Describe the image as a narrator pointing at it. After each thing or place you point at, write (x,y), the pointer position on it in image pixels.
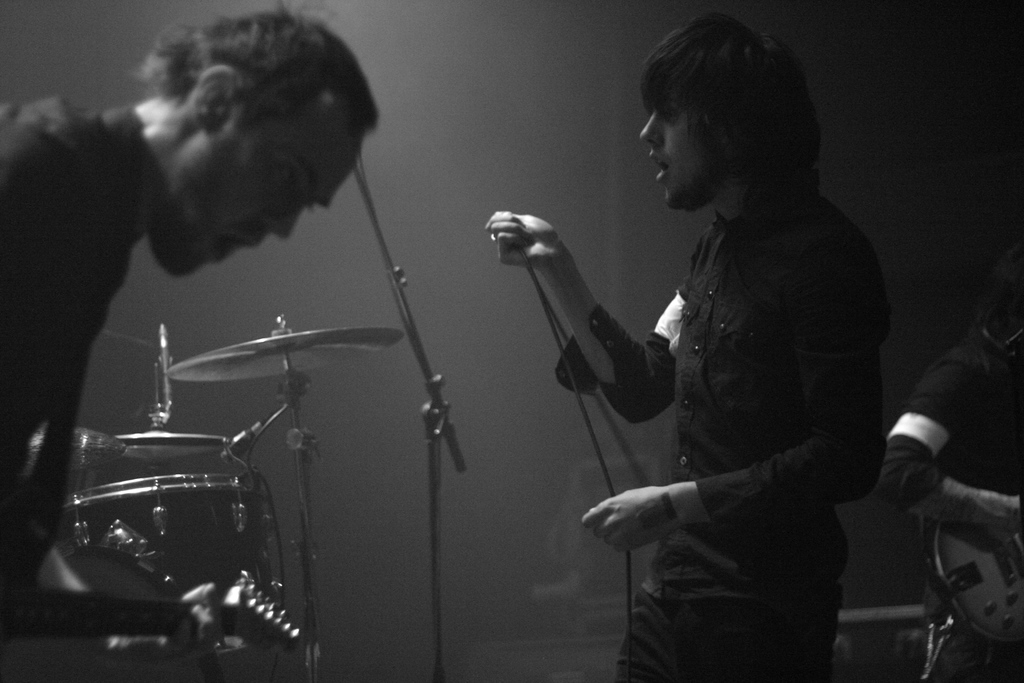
In this picture we can see there are three people (814,430) standing. A man (869,423) is holding a cable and the other two people (906,495) holding the musical instruments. Behind the people (617,532) there are some musical instruments (169,479) and a stand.
